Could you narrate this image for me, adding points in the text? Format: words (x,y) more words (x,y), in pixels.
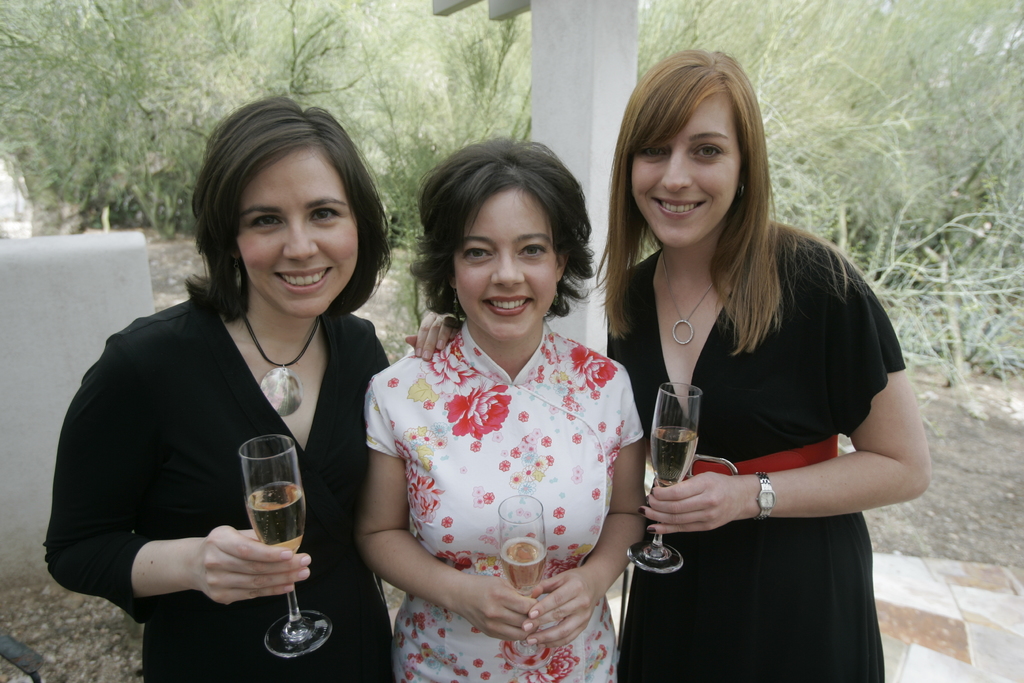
This image is clicked outside. There are three women (319,254) in this image. All are holding wine glasses (299,636) in their hands (260,578). To the left (200,538) and right, the women (677,592) are wearing black dresses (310,604). In the middle (461,440), the woman (478,503) is wearing white and red dress (465,511). In the background (400,32), there are trees (336,58).
